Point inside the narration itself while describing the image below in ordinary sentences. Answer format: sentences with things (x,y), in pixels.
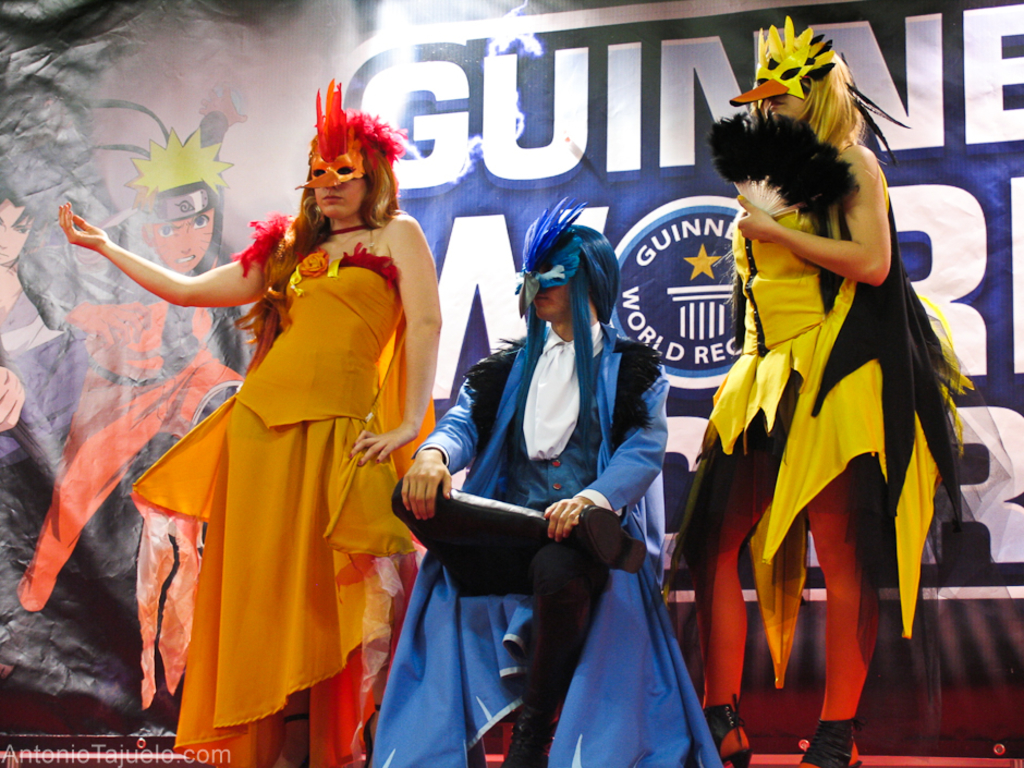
In this image we can see some persons (352,410). In the background of the image (68,344) it looks like a board (702,367). On the image there is a watermark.
